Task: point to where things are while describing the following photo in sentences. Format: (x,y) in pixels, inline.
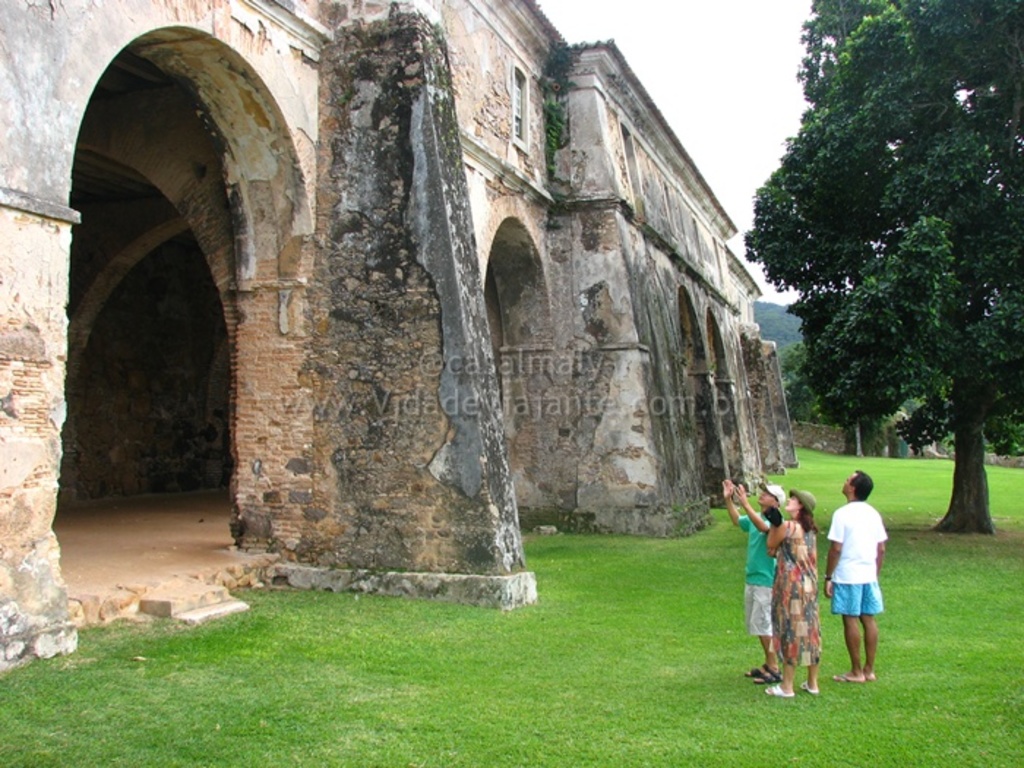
In this image there is a grass land (509,693) on that land (888,635) there are three persons (793,621), in front of them there is a monument (664,461), in the background (862,343) there are trees (891,387).
